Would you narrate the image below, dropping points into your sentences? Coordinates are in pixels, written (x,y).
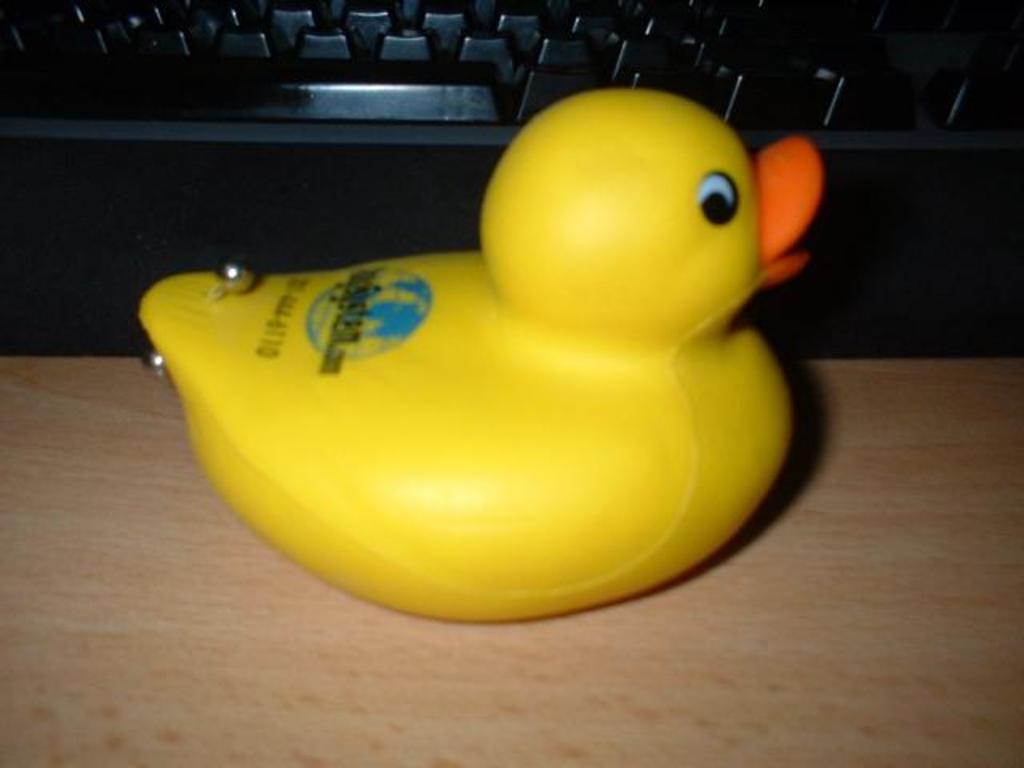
In this image we can see one yellow color duck toy (371,494) on the wooden table (754,588) and one black color computer keyboard (394,61) on the surface (96,572).
